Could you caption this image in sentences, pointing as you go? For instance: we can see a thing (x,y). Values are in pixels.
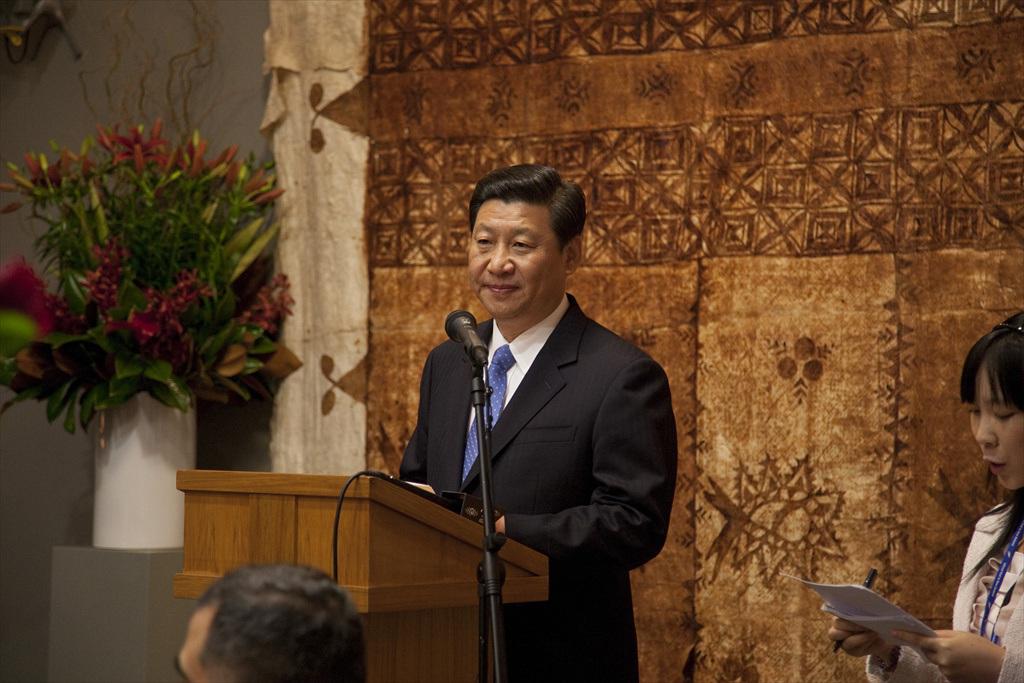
In this picture I can see a man (469,363) standing in front of a podium (472,567) and I see that, the man (453,430) is wearing a suit (541,421) and I can also see a tripod (484,570), on which there is a mic (454,320) and right side to him I can see a woman (983,364) standing and I see that she is holding a pen (868,586) and few papers (878,625). In the background (892,575) I can see the wall (714,277), on which there are designs (694,201). On the left side of this image (152,339) I can see few flowers (110,253) and leaves (160,269) in a white color thing (112,425) and on the bottom side of this picture (285,621) I can see a person's head (233,623).
